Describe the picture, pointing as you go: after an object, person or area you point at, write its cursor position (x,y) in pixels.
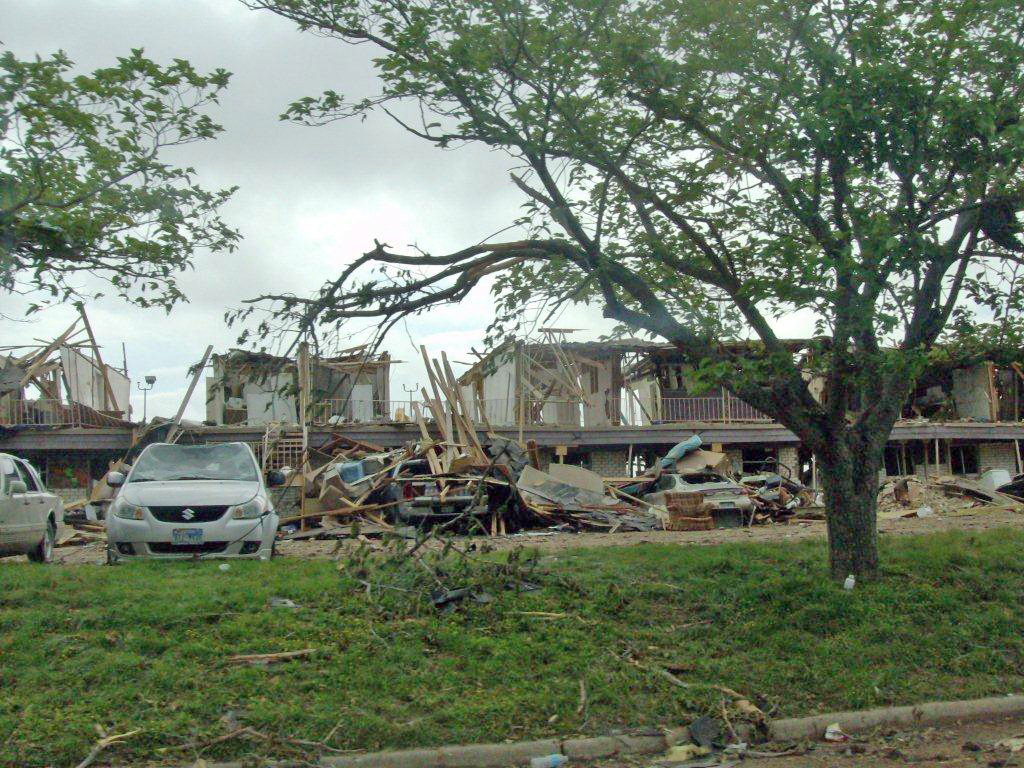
In this picture I can see a collapsed building (499,365), there are vehicles (228,494), grass (893,660), trees (693,339) and some other items (659,510), and in the background (305,161) there is sky (264,152).
